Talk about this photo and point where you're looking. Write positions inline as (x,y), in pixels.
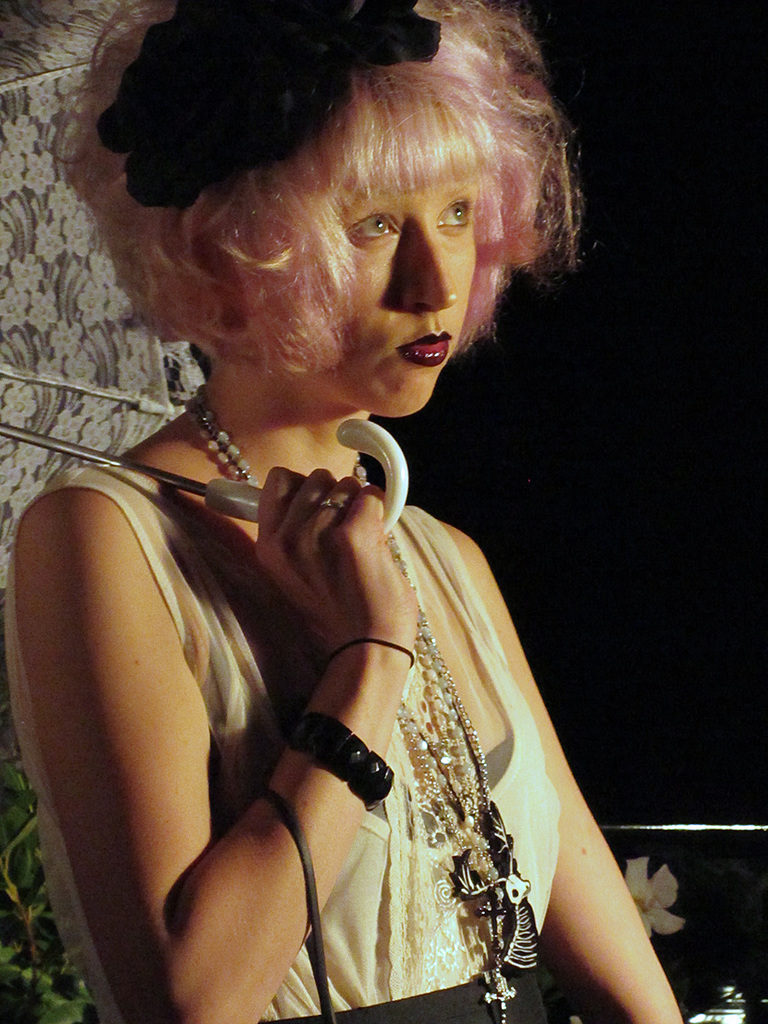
In this image in the foreground (263,478) there is one woman (230,368) who is wearing white dress (226,630), and she is holding an umbrella (10,459) and she is wearing some ornaments (460,858). And there is a dark background (654,703).
